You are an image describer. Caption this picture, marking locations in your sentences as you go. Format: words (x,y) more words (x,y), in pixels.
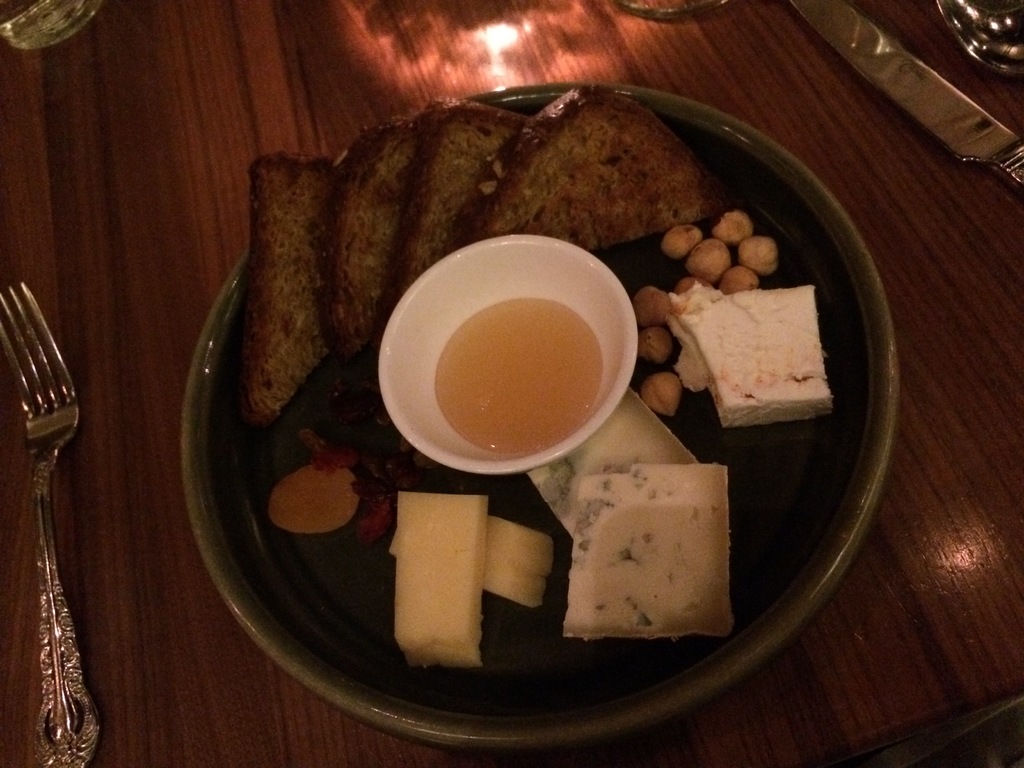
In this image on the table (24,305) there is a knife (830,19), a fork (45,451) and some other objects (981,24). There is a plate (314,587) with some food items (552,417) in it.
